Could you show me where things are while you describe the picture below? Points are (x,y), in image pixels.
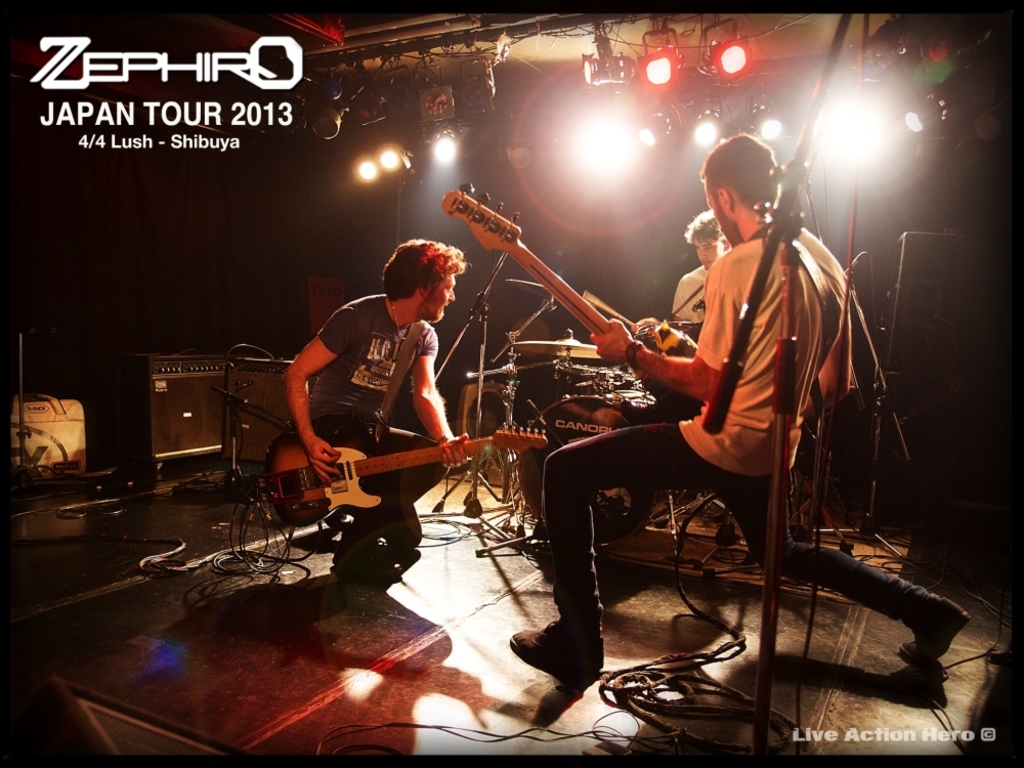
In this picture, There are some people (768,381) kneeling and holding some music instruments (362,468) they are playing, In the left side (201,430) there is a black color music object (175,424), In the top (421,110) there are some lights (384,158) which are in red and yellow colors.
